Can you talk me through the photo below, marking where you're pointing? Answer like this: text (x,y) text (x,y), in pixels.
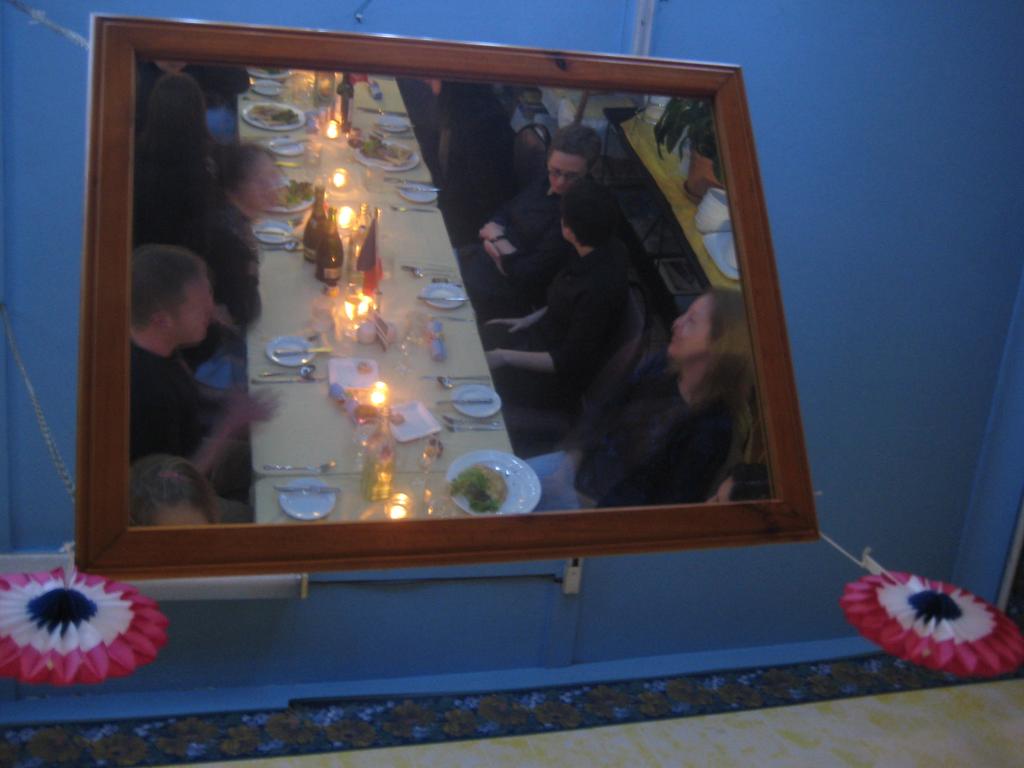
In the image there is a mirror (120,541) hanging. And also there are decorative things (58,609) hanging. In the background (256,605) there is a blue color wall (775,118). On the mirror (727,239) there is a reflection (581,354) of people (159,298) sitting. In front of them there is a table (300,398) with bottles (384,483), spoons (302,369), plates (283,347) and some other items (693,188).
